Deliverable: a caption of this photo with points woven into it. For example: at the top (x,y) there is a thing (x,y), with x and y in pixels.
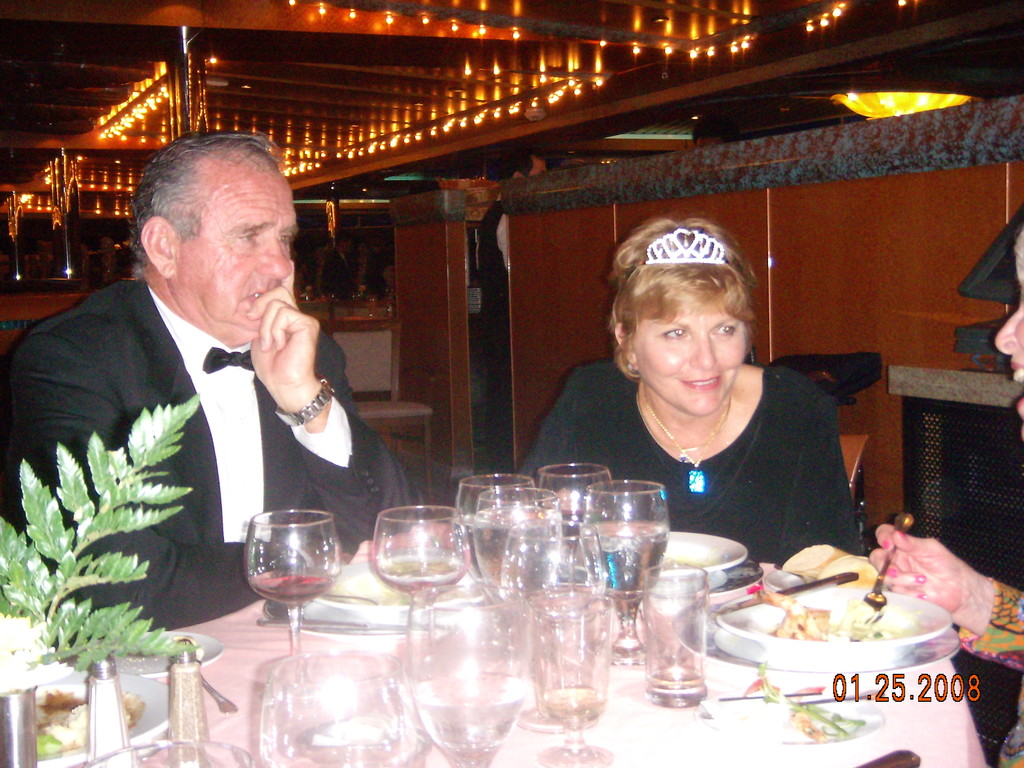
In this image there is a plant (65,606), salt and pepper jars (110,670), wine glasses (493,527), spoons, forks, knives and plates (867,649) with food (843,625) on it on the table (941,737), and in the background (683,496) there are three persons (664,422) sitting on the chairs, and there are lights (501,106) and chairs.
